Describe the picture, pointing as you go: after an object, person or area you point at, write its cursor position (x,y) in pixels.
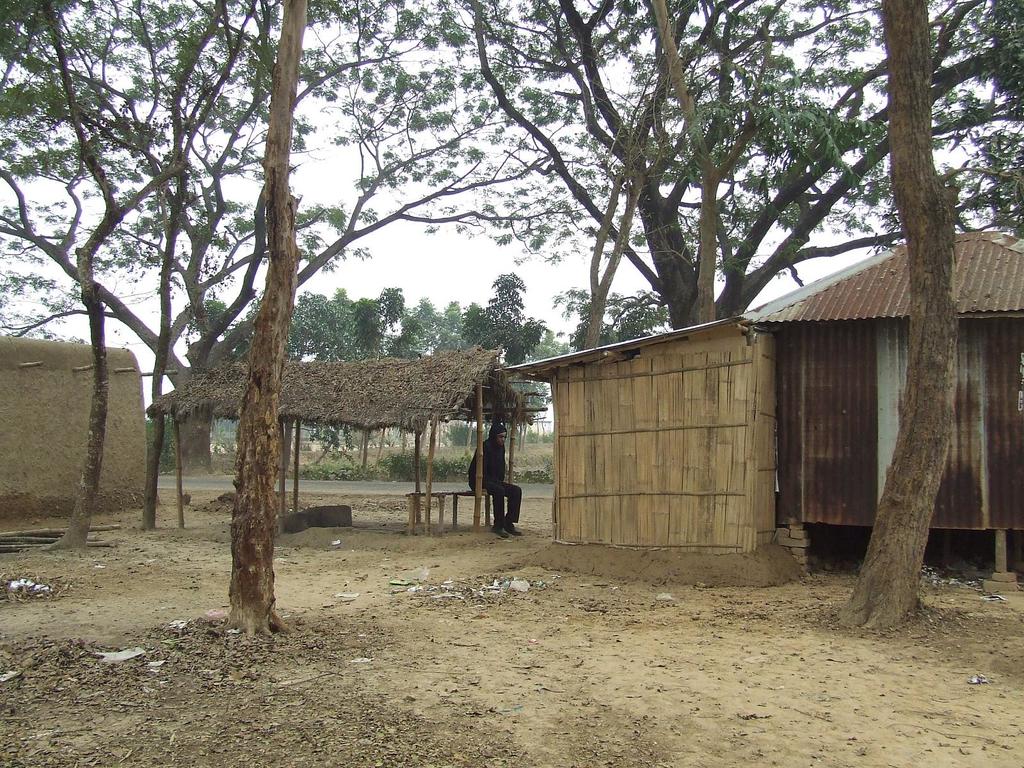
In the foreground of this image (504,681), there is land (306,601), two trees (896,581) and two shelters (413,403). Under one shelter (477,519), there is a man (501,490) sitting on the bench (441,506) and in the background (543,282), there are trees (440,315) and the sky (410,269). On the left (19,352), it seems like a mud wall (42,451) and few wooden poles (39,537) on the ground (3,558).
